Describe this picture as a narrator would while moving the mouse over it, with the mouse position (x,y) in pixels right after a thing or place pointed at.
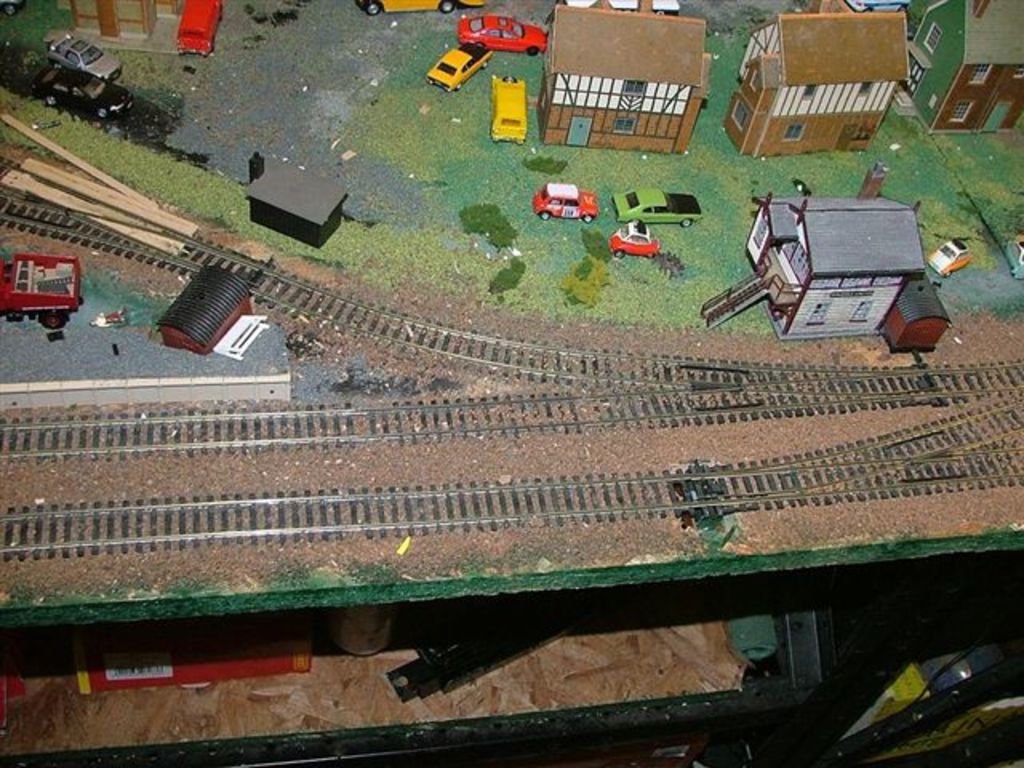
In this picture we can see miniature toys (929,336). Here we can see railway track (478,490), shed (320,210), building (836,263), house (774,245), cars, grass (444,212) and other objects (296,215). On the table (279,606) we can see drawer (463,704), book (99,633) and this toys (674,401).
